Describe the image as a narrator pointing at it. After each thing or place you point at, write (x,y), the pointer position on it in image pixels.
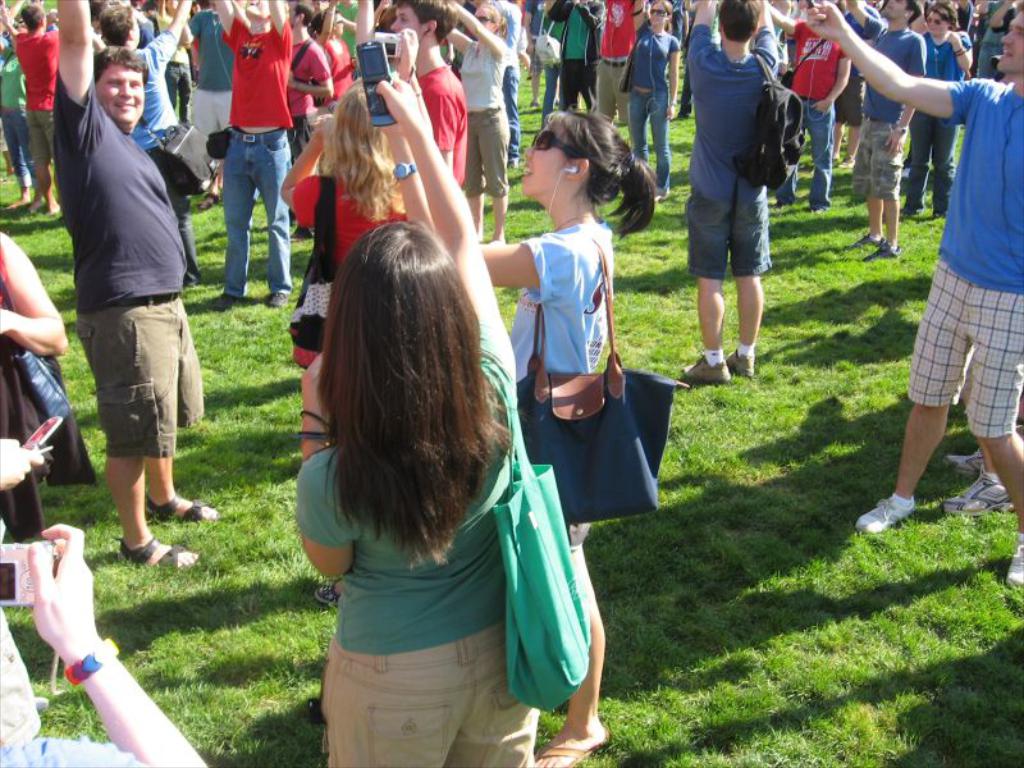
In the center of the image (552,300) there are people (552,300). At the bottom of the image (787,686) there is grass (818,698).
